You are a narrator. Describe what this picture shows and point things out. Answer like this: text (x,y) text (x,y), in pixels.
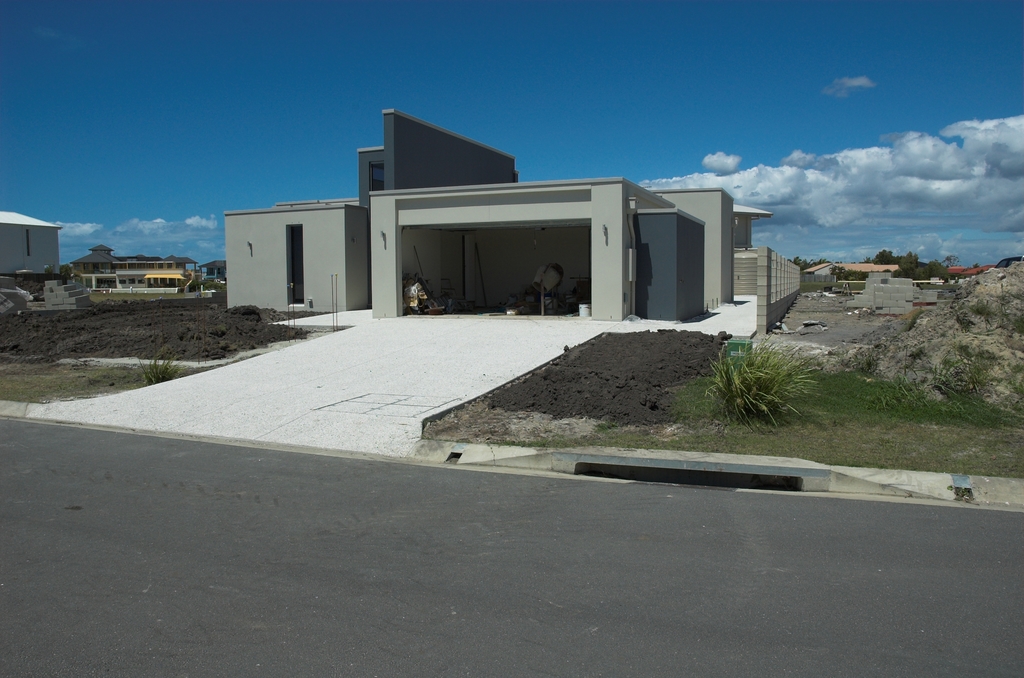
In this image we can see few buildings (483,237), mud (991,345), road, trees (909,267) and the sky (557,112) with clouds (909,191) in the background (493,107).
